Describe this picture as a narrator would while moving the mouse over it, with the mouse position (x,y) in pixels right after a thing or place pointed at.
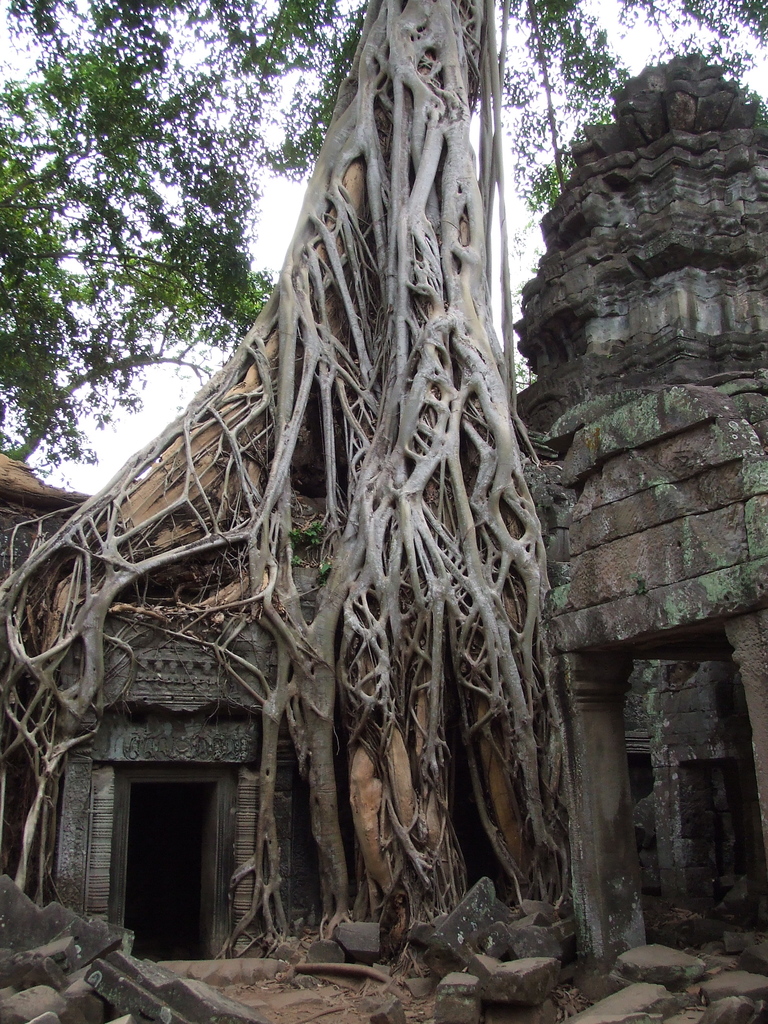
This picture contains a temple (571,447) which is made up of stones (724,482). Behind that, there are trees (356,275). At the bottom of the picture (85,1014), we see stones (179,961) and the stem (262,552) of a tree (262,552).
